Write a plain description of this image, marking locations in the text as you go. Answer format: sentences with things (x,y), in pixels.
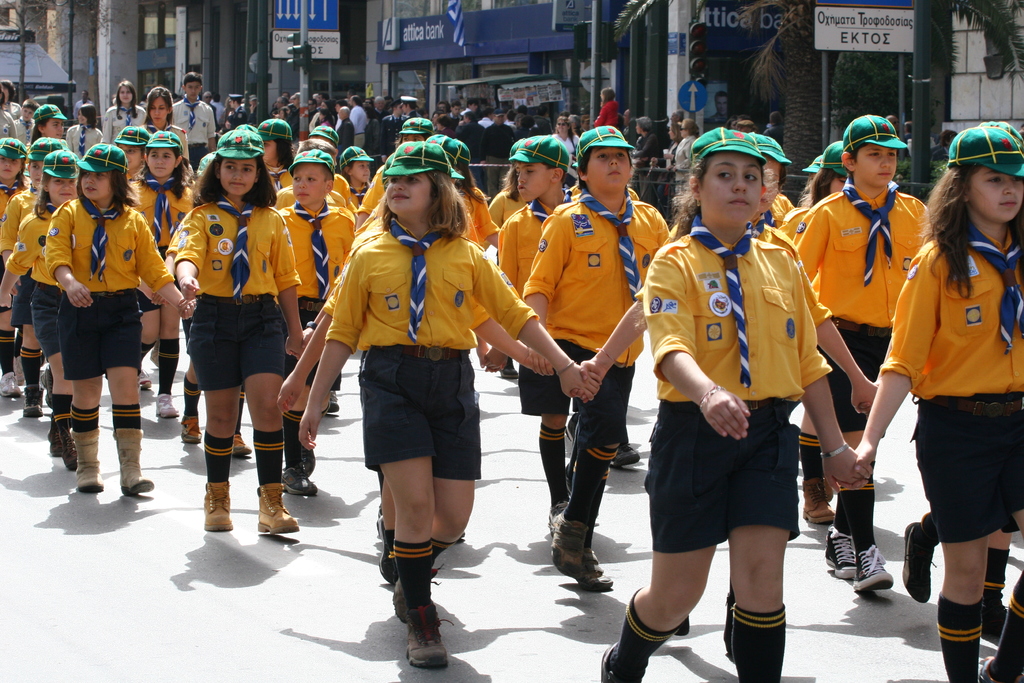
In this image there are a few kids (306,305) holding hands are marching down the streets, behind them there are a few people (489,116) standing on the pavement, in front of them there is a metal rod fence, in the background of the image (795,46) there are trees (755,61), traffic lights (703,51), sign boards (848,47), name boards (859,30), lamp posts (268,83) and buildings (215,46), on the building (435,78) there is a flag (463,39) and a name board (481,33).
